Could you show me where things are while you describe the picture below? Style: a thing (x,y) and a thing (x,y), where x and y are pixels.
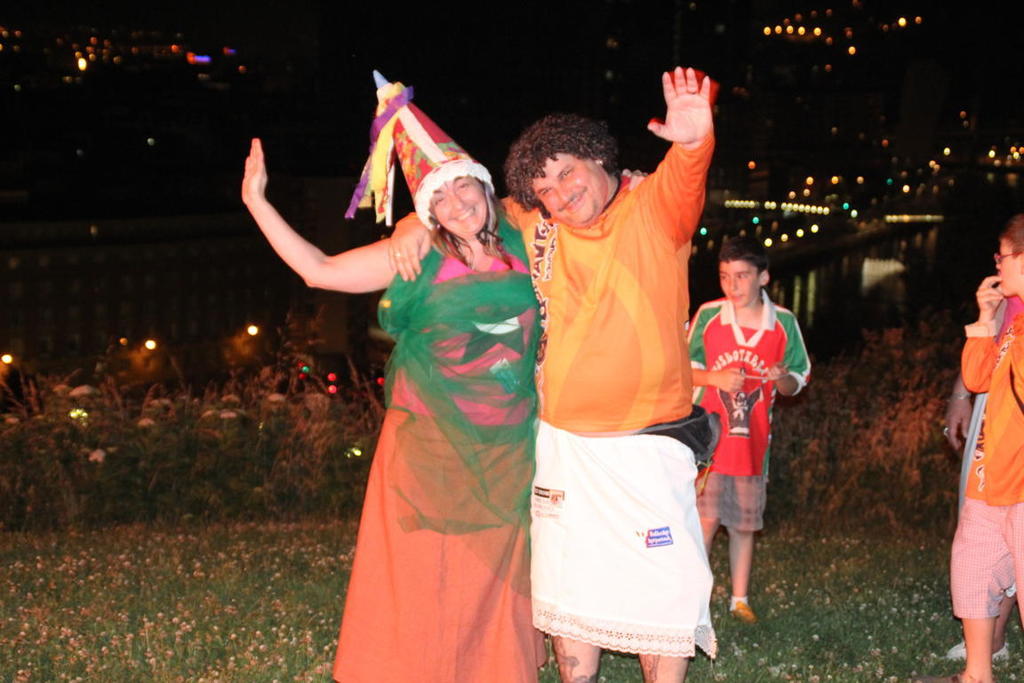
In this image we can see people (669,470), plants (286,393), lights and grass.
